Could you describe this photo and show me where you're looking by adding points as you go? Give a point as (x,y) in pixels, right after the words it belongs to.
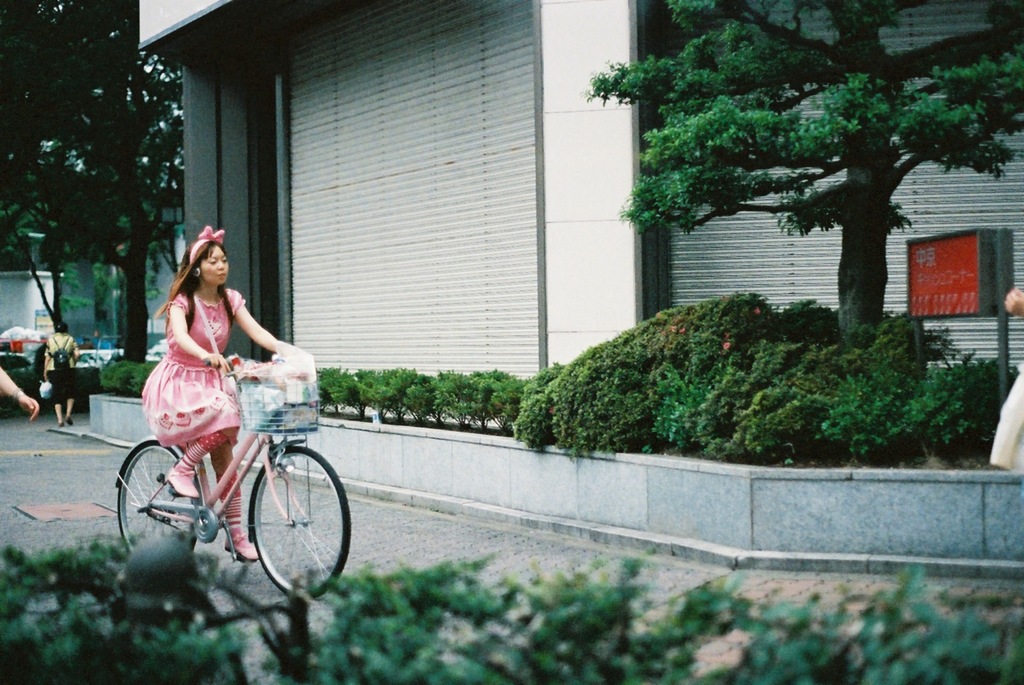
The picture is taken outside in the city. In the image there is a woman (206,284) riding a bicycle (159,479) and there are some things (278,388) on her basket (286,382). On right side (742,321) there are some trees (866,183), pillar (638,160), hoarding (953,277), plants (791,421) with green leaves (590,430). In left side (63,347) there is a person (52,378) wearing a backpack (59,360) and walking. In background (30,302) there are some buildings (43,302) and a wall (9,301) which is in white color.
